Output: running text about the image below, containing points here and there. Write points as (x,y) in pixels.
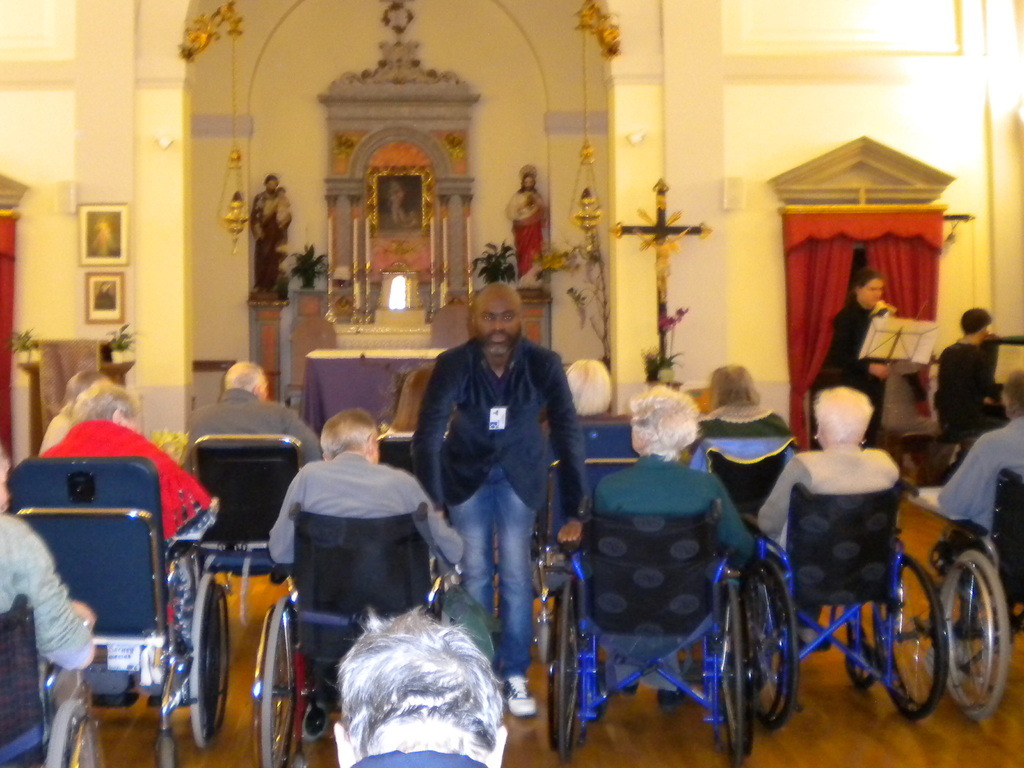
There are group of people (351,484) sitting in the wheelchairs (330,615). Here is a person (504,553) standing. I think this is a church (173,161). I can see two sculptures (280,211). This is a table (341,375) covered with a cloth (341,380). This looks like a holy cross symbol (660,236). These are the frames (107,286), attached to the wall (144,271). Here is a person (867,317) standing. I can see the curtains (831,225) hanging to the hanger (884,207). This looks like an arch (583,260).
